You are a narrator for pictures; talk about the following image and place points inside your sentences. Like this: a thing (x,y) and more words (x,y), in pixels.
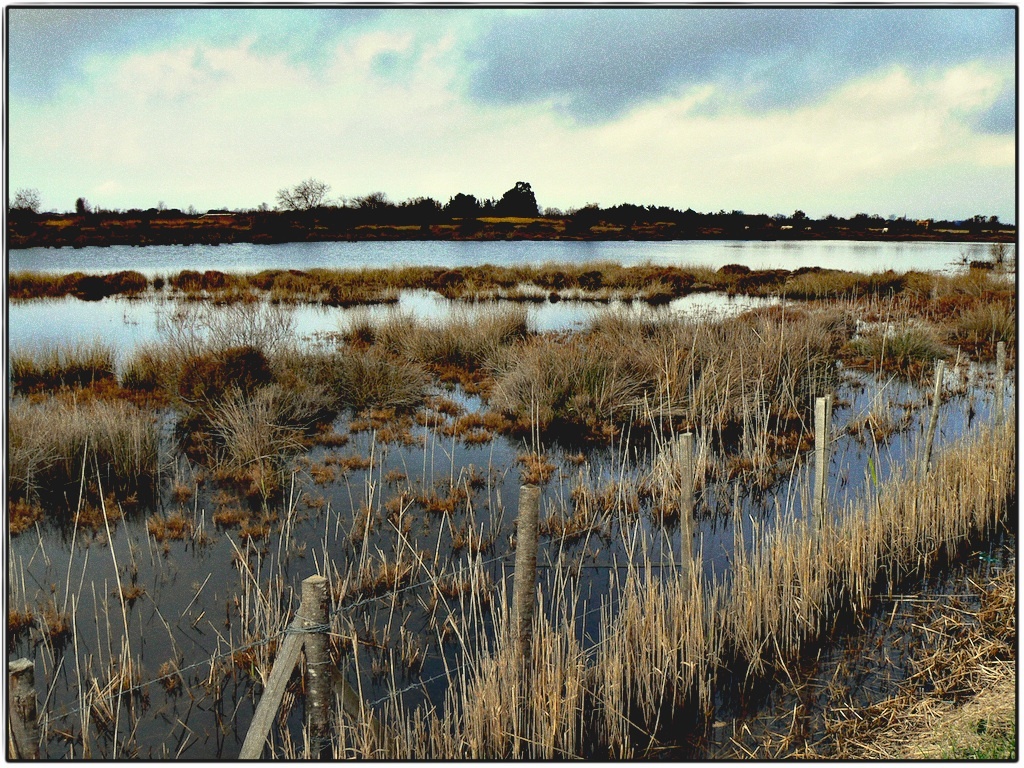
In this picture I can see water (498,542), fence (443,673) and grass (552,382). In the background (601,213) I can see the sky (562,183) and trees (462,204).
